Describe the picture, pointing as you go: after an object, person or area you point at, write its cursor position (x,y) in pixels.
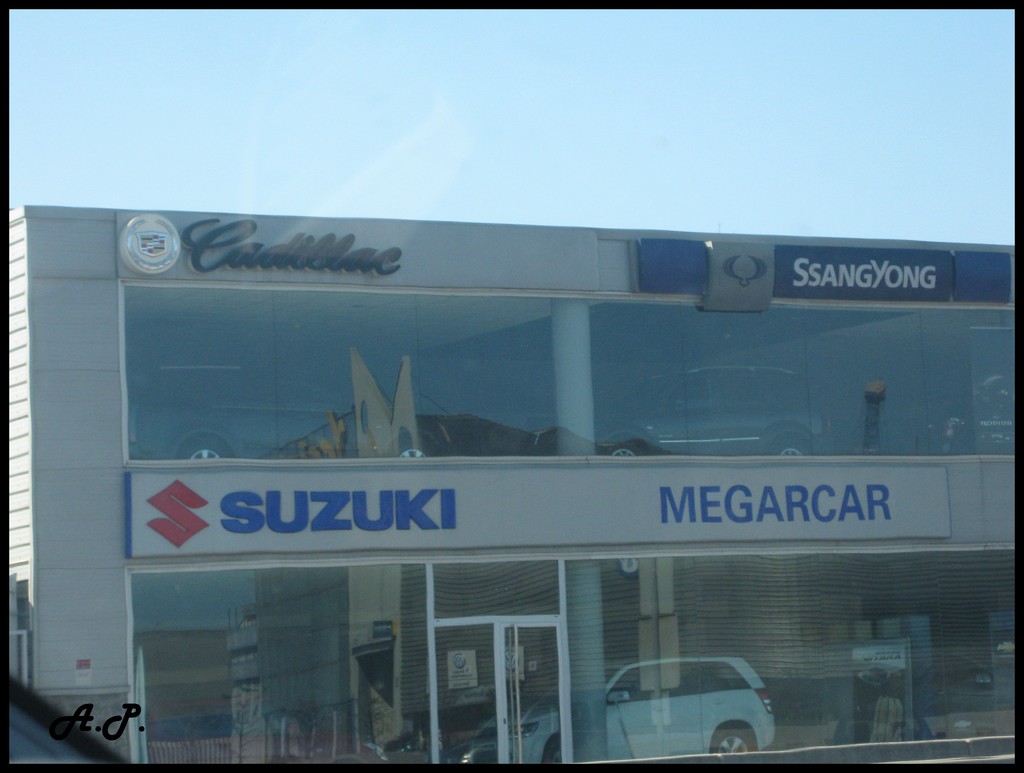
In this image I can see the showroom (240,452) of the cars (703,678). To the side of the cars (622,669) I can the glasses (679,681). And there is a name Suzuki (420,523) is written on the building (140,591). And these cars (669,684) are in different color. In the back (341,108) I can see the sky (422,124).
